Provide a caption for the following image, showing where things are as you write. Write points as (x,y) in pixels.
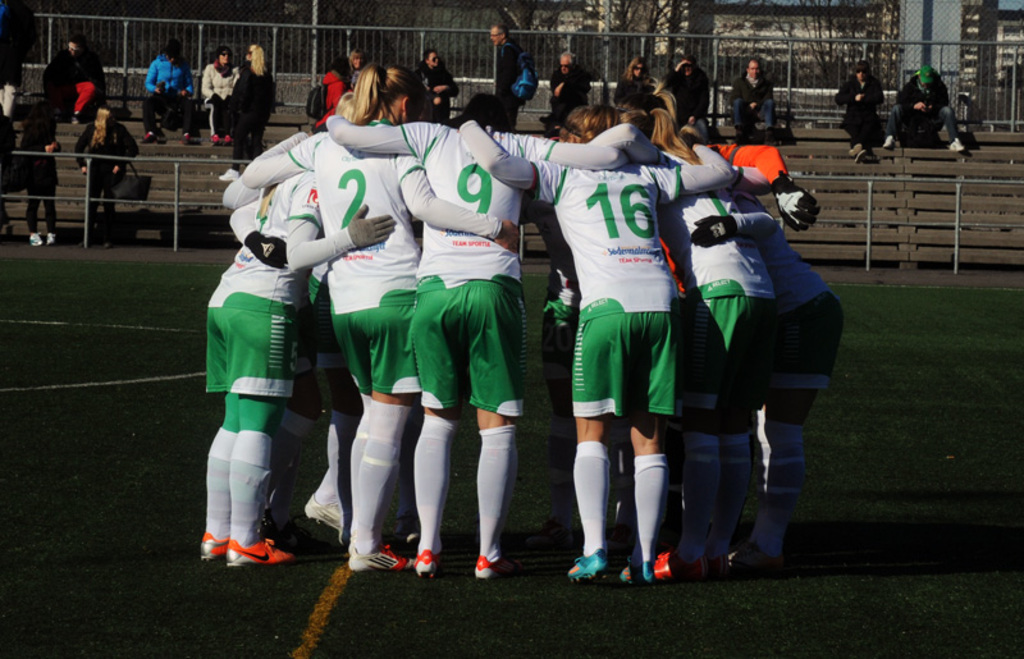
In the picture we can see a some players (368,518) with a sports wear (699,388) are wearing on the ground (947,297) holding each other and behind them, we can see steps (903,212) on it, we can see some people (642,80) are standing and sitting and behind them we can see a railing (324,60) and some trees (680,47) behind it.
